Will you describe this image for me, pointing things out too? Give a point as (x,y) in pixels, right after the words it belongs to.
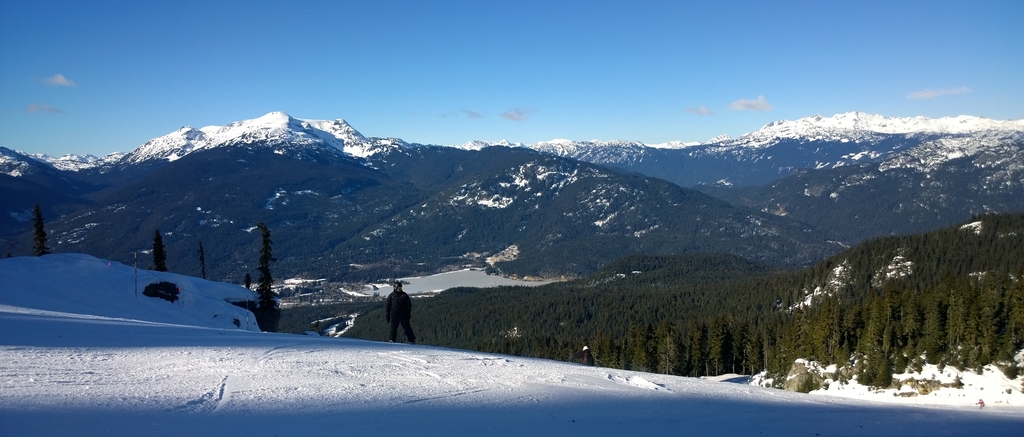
In this image we can see snow (264,336), mountains (575,186), trees (790,314), sky (662,98) and we can also see a person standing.
